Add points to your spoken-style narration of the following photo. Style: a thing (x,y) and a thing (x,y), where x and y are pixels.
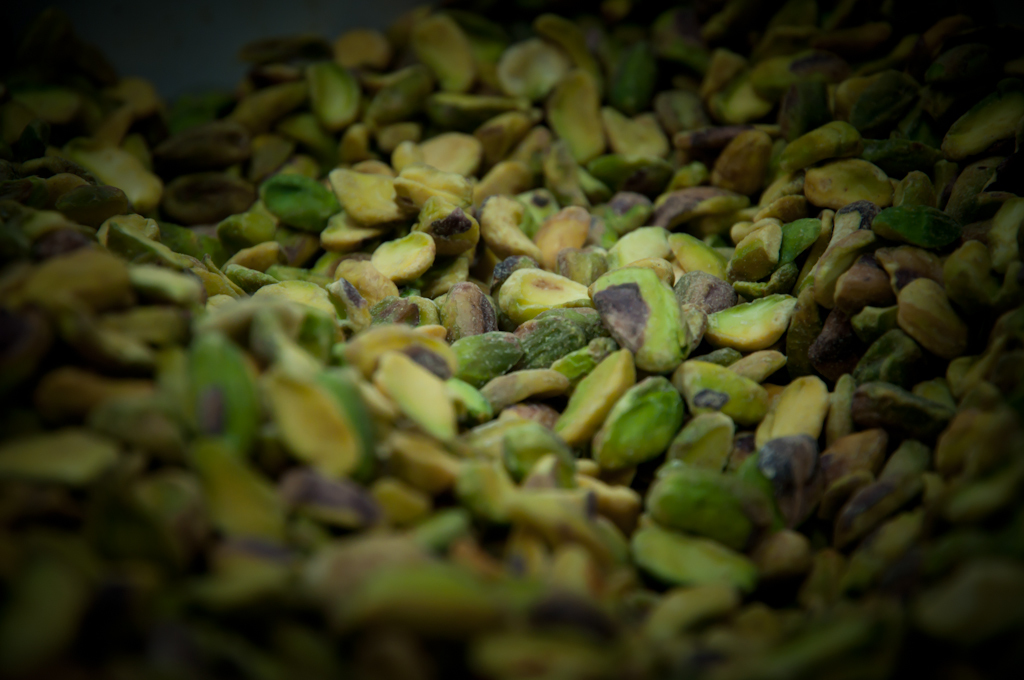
In this picture I can see pistachios (458,348).
